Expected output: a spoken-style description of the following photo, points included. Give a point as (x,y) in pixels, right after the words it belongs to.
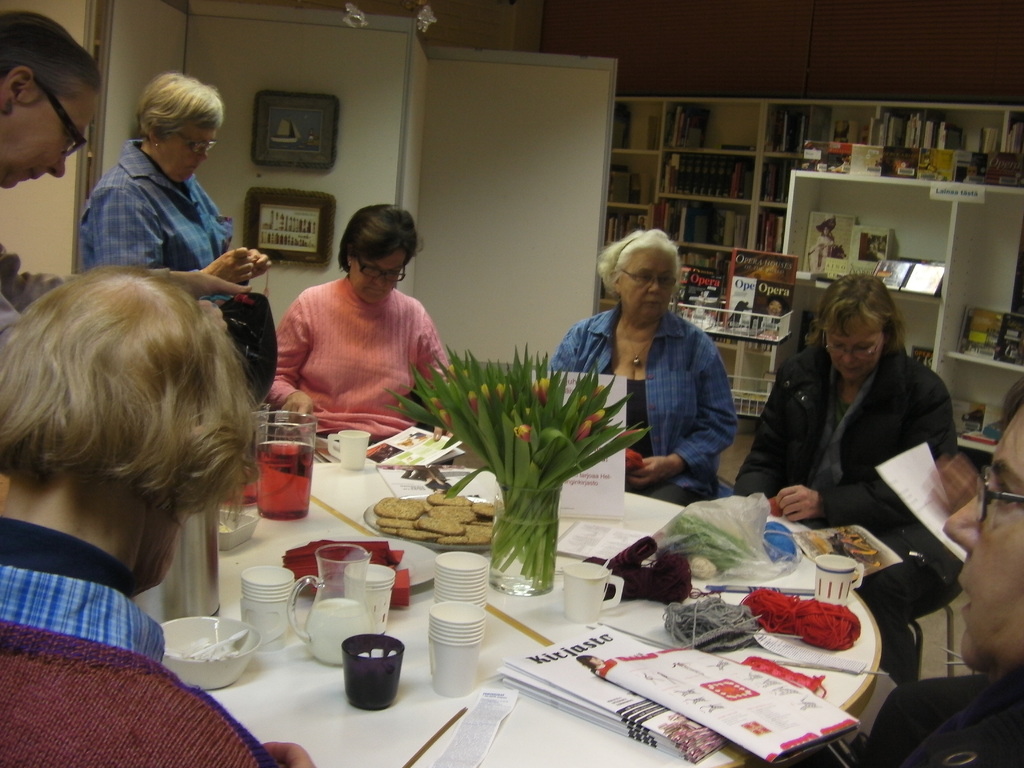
In this image we can see a few persons (314,358), some of them are sitting, in front of them there is a table (407,626), on that we can see some cups (259,599), glasses (370,645), bowls (199,664), jar (279,449), papers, and some other objects (693,554), also we can see the walls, and some books (834,227) on the racks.
